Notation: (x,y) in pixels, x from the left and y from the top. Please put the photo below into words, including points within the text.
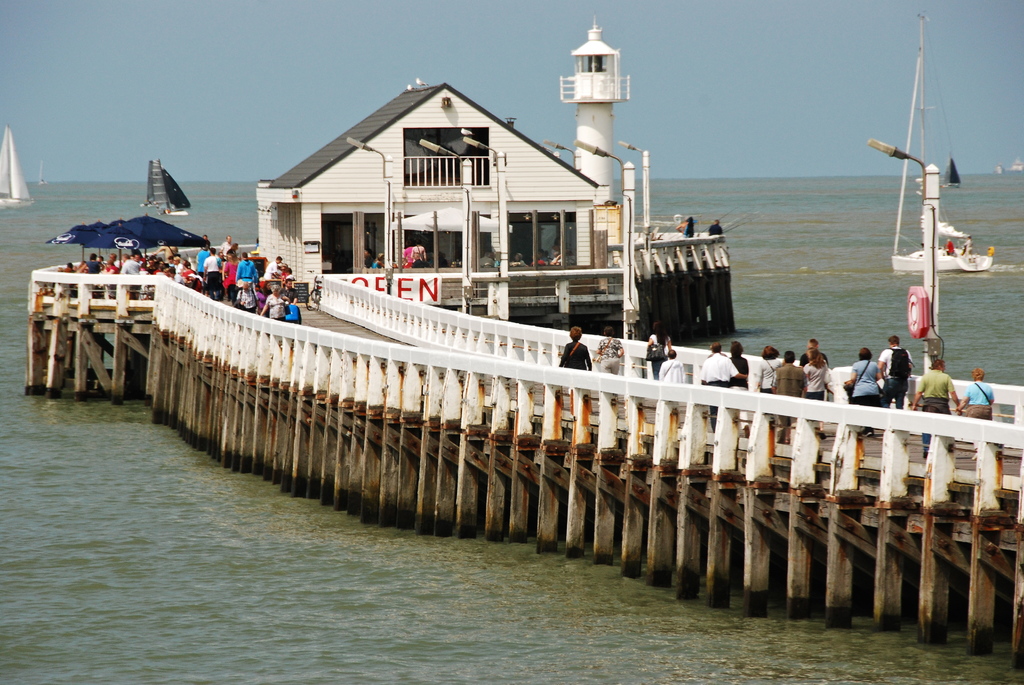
In the picture we can see some group of persons (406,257) walking along the bridge (490,368), there is a house (307,271) and in the background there are some boats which are sailing on water (786,309) and top of the picture (395,53) there is clear sky (899,59).
